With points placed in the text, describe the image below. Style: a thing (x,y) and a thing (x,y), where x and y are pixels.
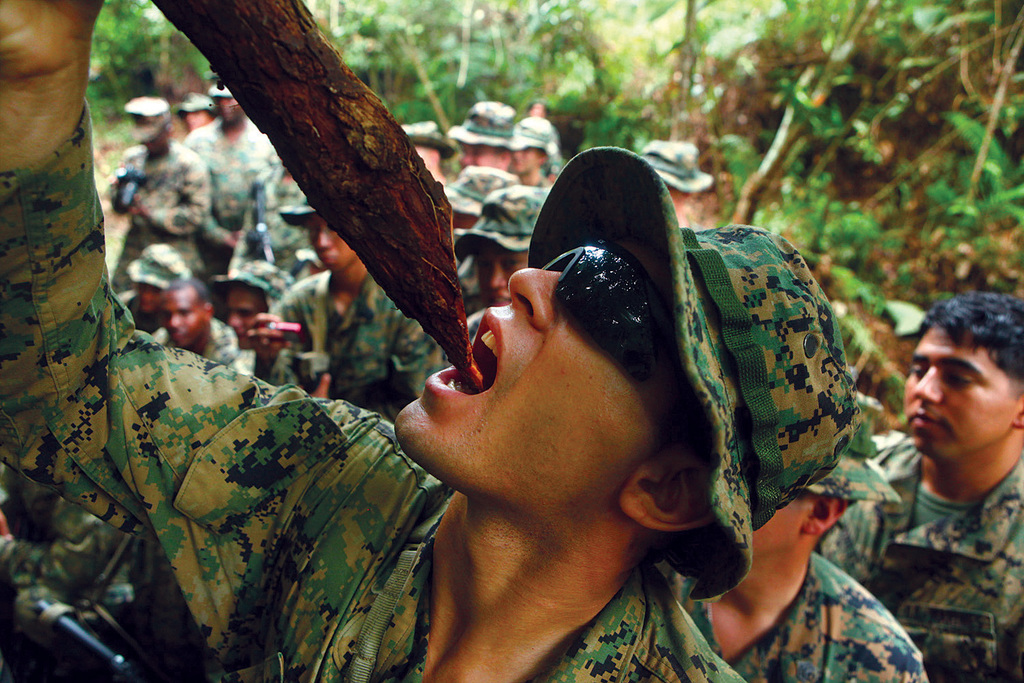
In this picture we can observe a person (426,431) wearing a hat (731,289) on his head (733,394). He is wearing spectacles (592,292). He is drinking juice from the trunk (341,126) of the tree (377,127). We can observe some men (464,189) standing behind him. Most of them were wearing hats (448,189). In the background (523,39) there are trees (641,92).
